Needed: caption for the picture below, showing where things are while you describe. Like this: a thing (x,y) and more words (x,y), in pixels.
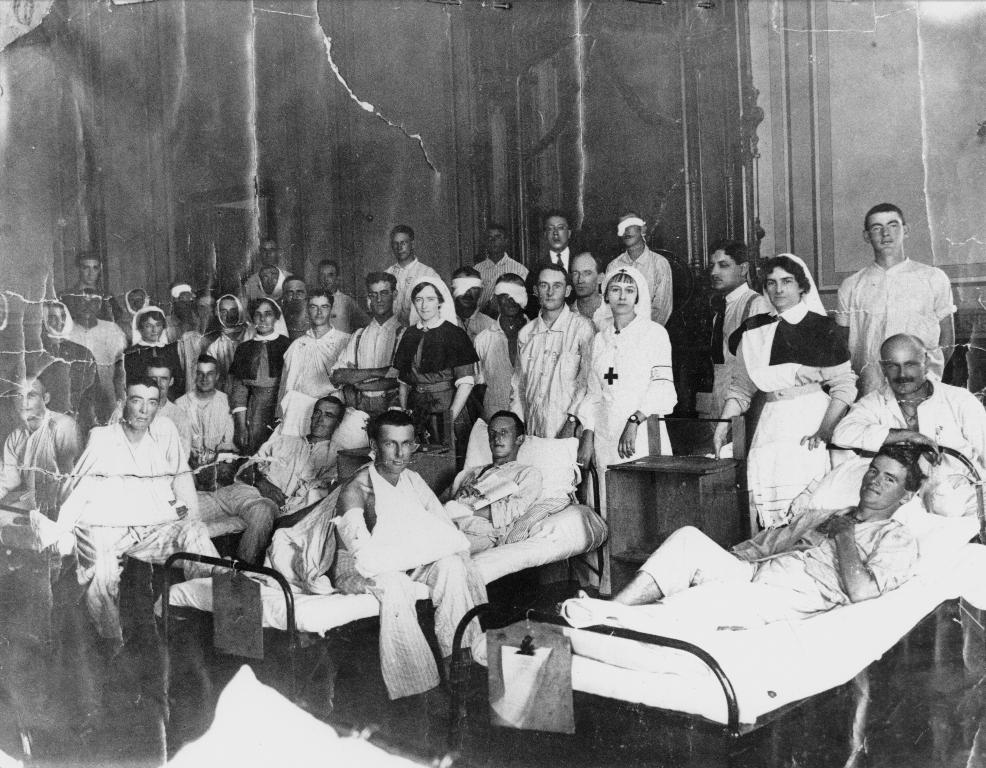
In this picture we can see some persons (506,492) are laying on the bed (825,634). Here we can see a person (361,569) sitting on the bed (279,610). And on the background (246,396) there are some persons (65,347) standing on the floor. This is the table (689,464) and there is a wall (843,125).
